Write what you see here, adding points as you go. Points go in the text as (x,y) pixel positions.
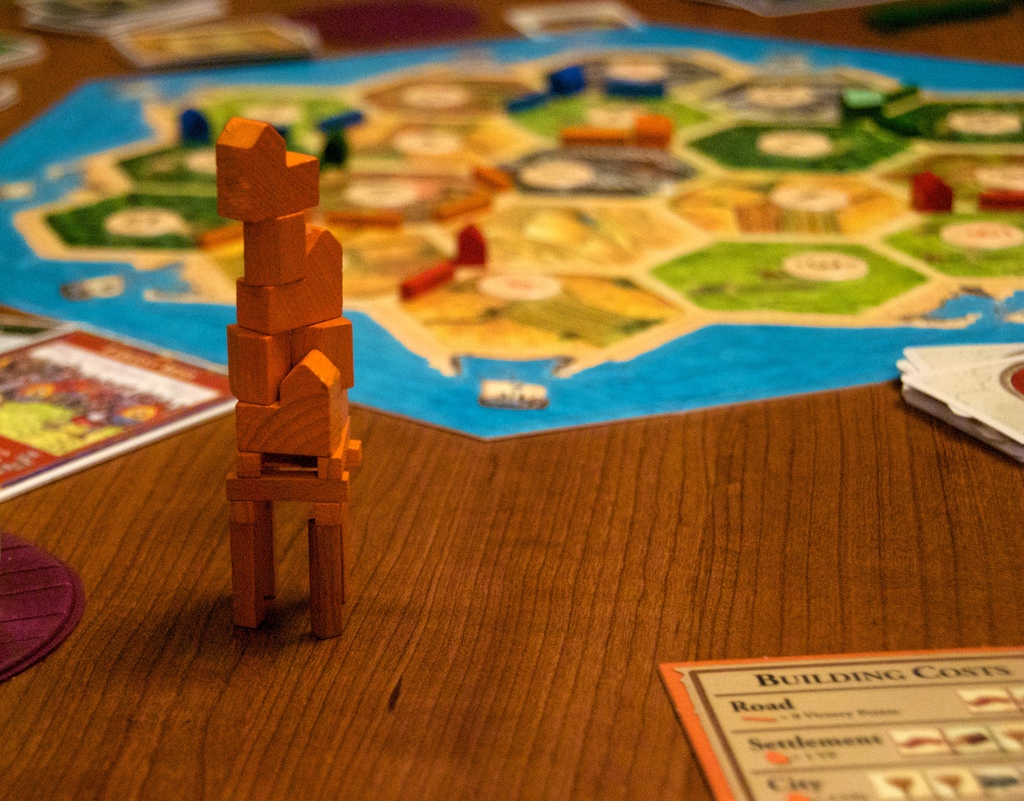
In the image we can see wooden building blocks (286,388) on the left side of the image (273,414). Here we can see the papers (25,374), wooden surface (693,473), paper game play (627,275) and the background (396,105) is blurred.
